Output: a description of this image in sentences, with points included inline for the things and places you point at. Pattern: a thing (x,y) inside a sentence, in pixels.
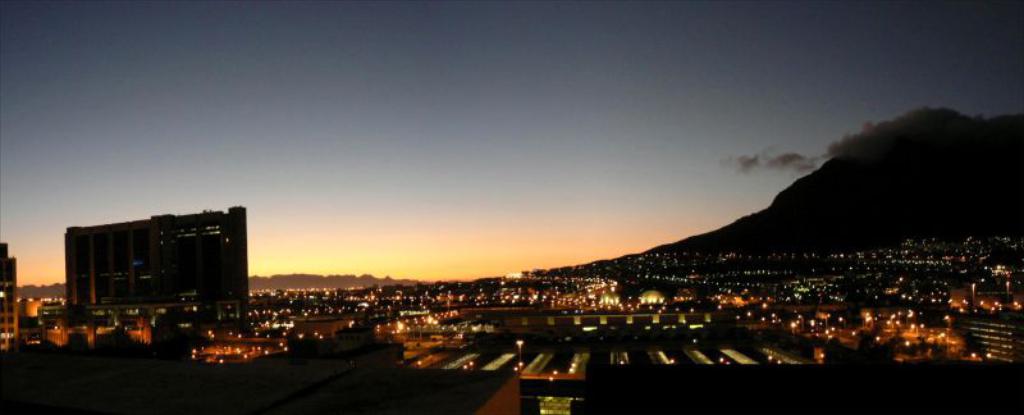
In this image I can see houses (581,290), trees (152,344), buildings (544,325), street lights (522,355) and lights (606,290). In the background (641,274) I can see a mountain (813,188), smoke (960,134) and the sky (398,111). This image is taken during night.
